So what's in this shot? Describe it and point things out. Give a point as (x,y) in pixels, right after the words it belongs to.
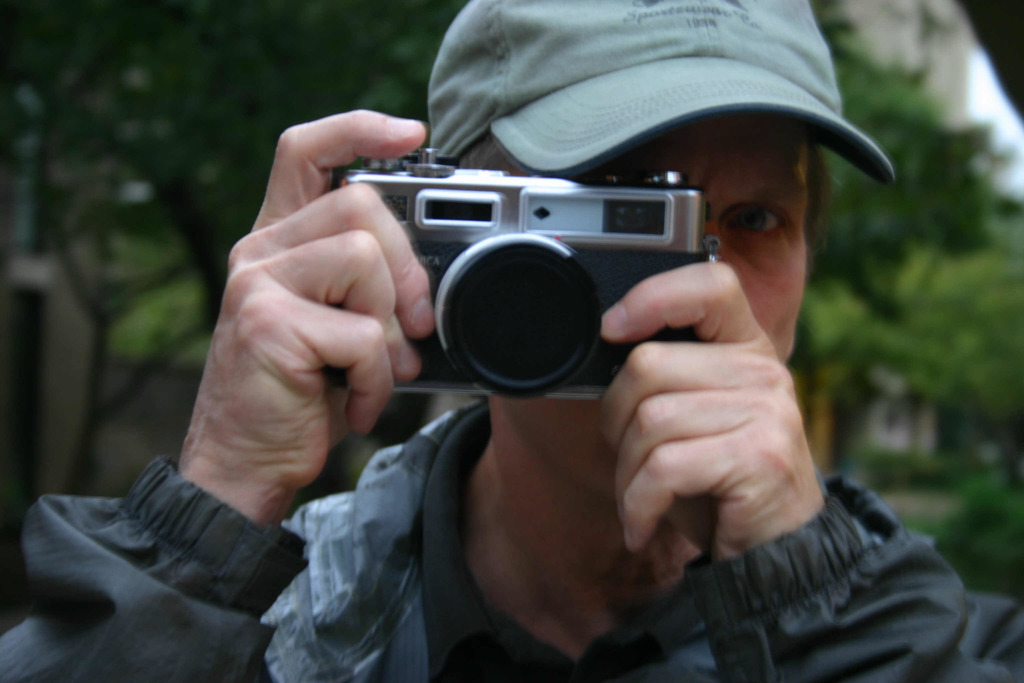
In this picture there is a man (641,140) wearing a cap (641,93) taking a picture with a camera (429,259) in his hands (332,398). In the background (159,68) there are some trees (914,277).
